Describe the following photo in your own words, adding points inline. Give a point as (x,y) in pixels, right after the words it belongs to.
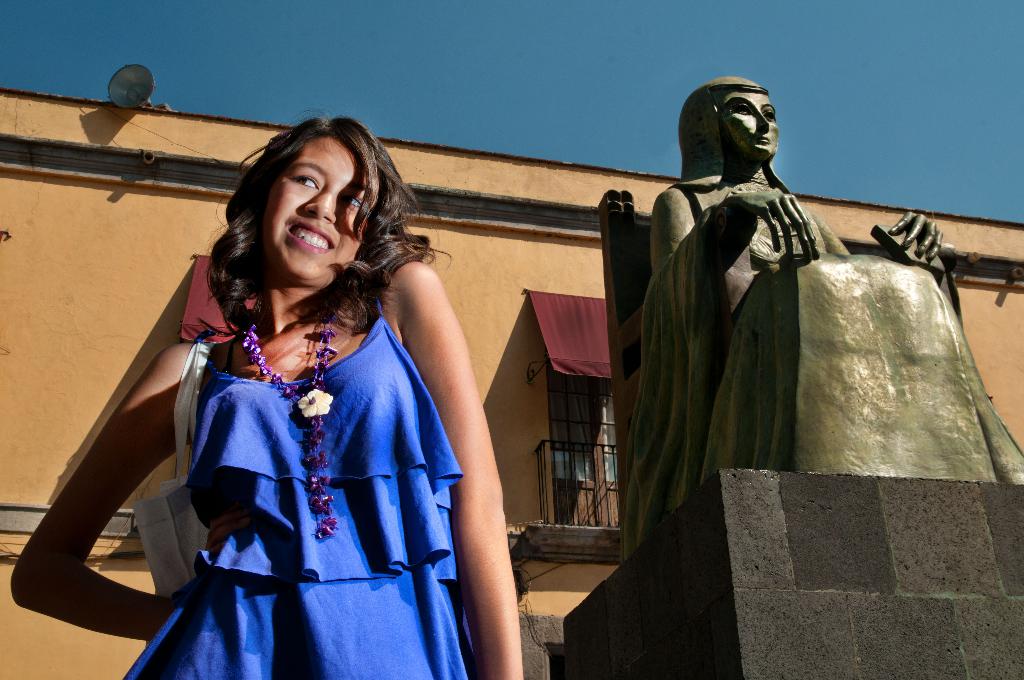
In this image, I can see the woman (376,567) standing and smiling. This is the sculpture (699,331) of a woman (683,306) sitting on the chair (606,227). In the background (531,261), that looks like a building (216,188) with a window (586,419). I think this is the sky (912,57).
